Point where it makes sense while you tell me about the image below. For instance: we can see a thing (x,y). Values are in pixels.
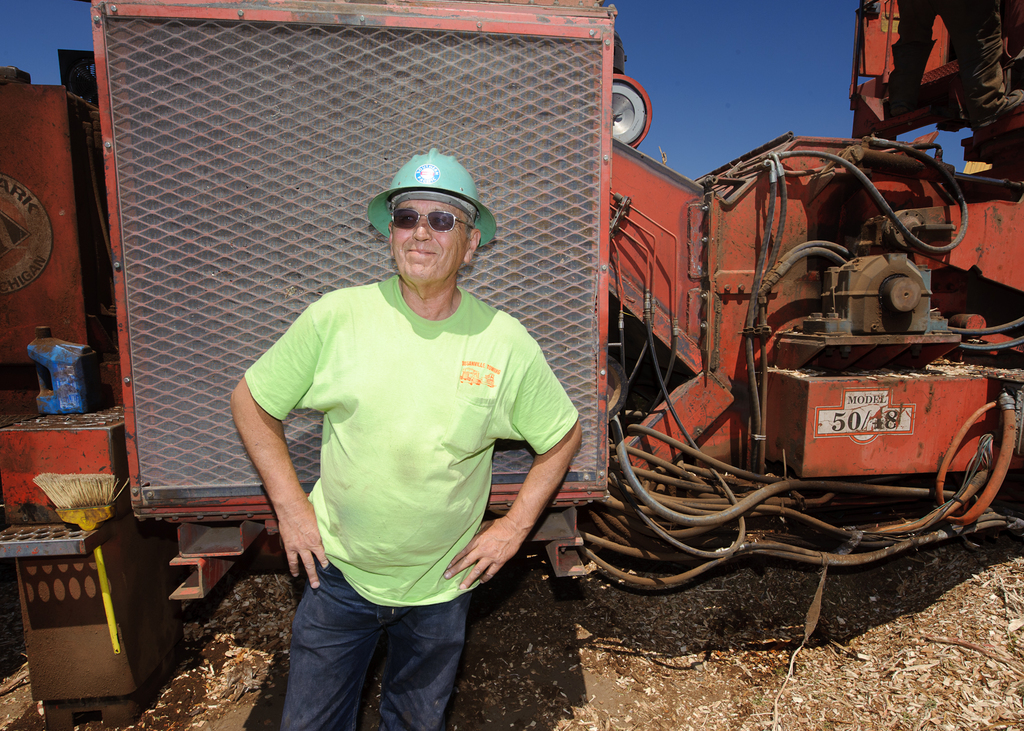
In this picture we can see a man (415,393), he wore spectacles (443,217) and a helmet (416,186), beside to him we can see a brush (85,492), can (31,349) and a vehicle (691,476).
